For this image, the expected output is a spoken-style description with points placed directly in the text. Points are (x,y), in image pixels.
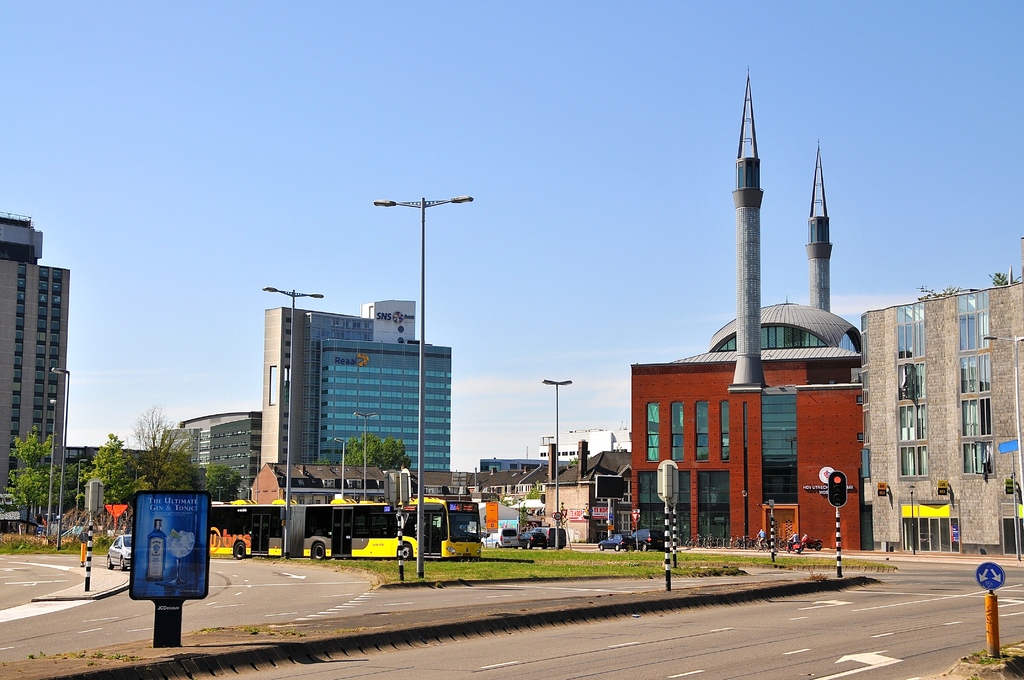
In this image I can see few vehicles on the road (746,637). I can see few people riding the motorbikes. I can see many boards (169,579), poles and the trees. In the background (770,48) I can see many buildings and the sky (396,186).
